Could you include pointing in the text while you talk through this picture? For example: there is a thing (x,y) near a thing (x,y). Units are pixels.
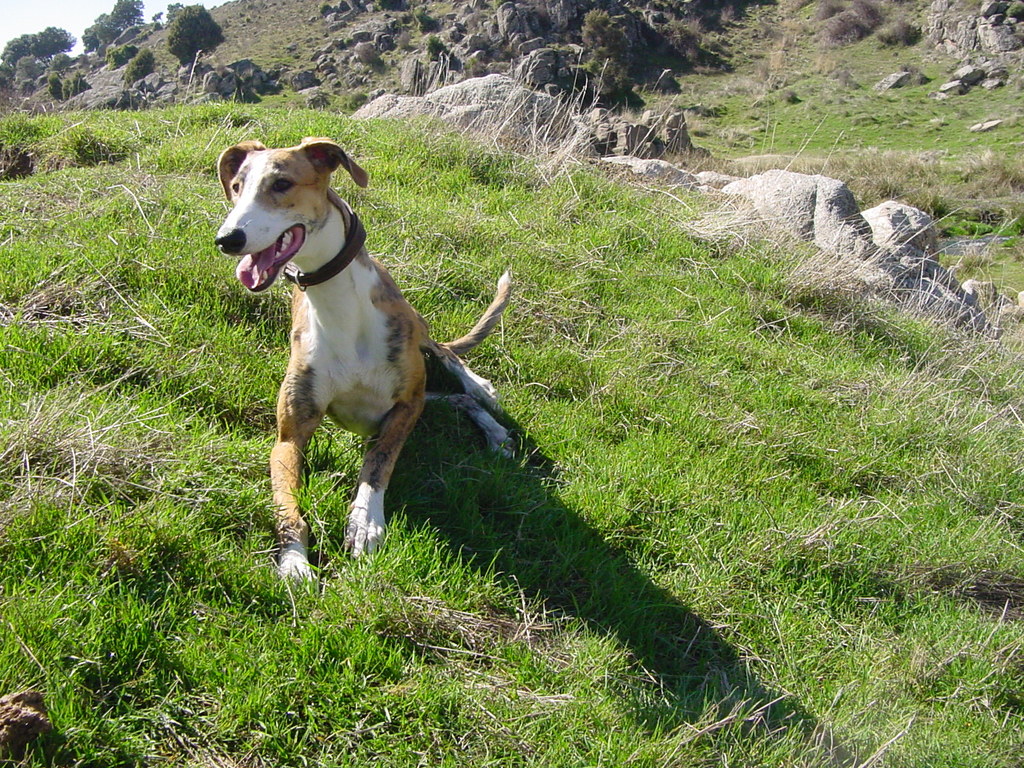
In this picture we see a dog (255,154). It is white and brown in color with a belt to its neck (304,306) and we see rocks (93,66) and trees (62,42) and grass (882,195) on the ground (953,159).
